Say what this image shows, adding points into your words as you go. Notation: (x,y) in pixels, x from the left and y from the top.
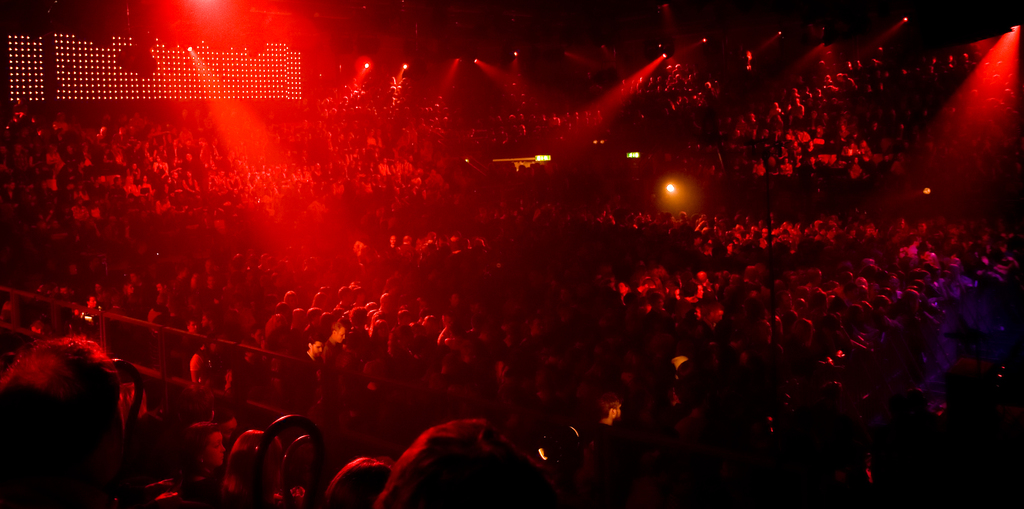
In this image I can see in the middle (433,242) there are lot of people (507,366), at the top (260,91) there are focus lights (261,76).
